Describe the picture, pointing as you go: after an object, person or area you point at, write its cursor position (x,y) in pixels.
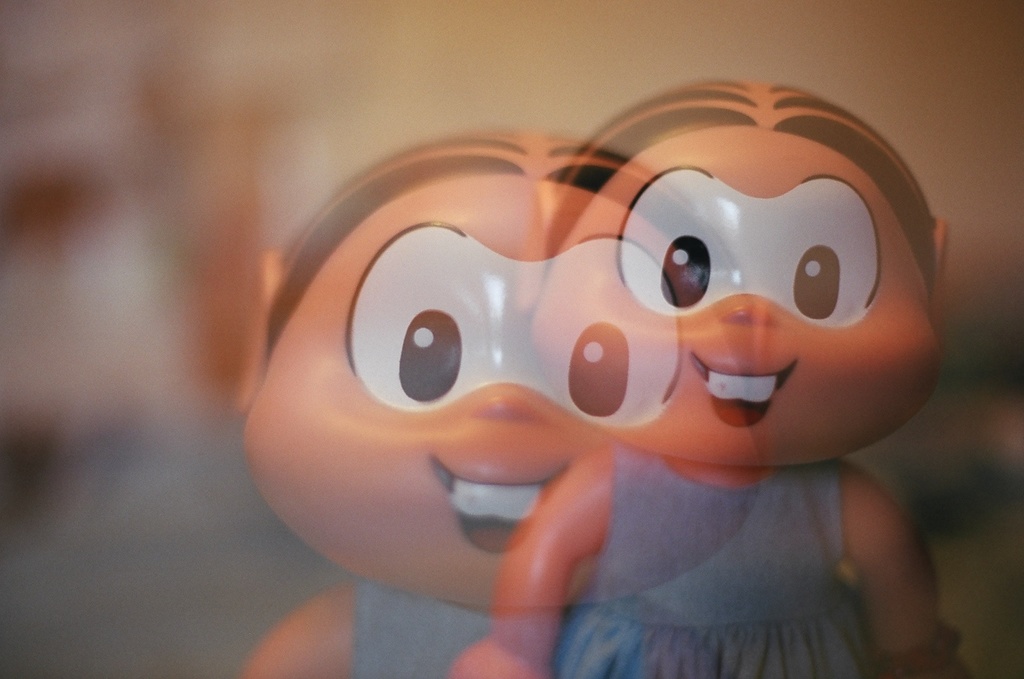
In this image I can see the toy (654,496) wearing the blue color dress (662,479) and there is a blurred background (106,10).
